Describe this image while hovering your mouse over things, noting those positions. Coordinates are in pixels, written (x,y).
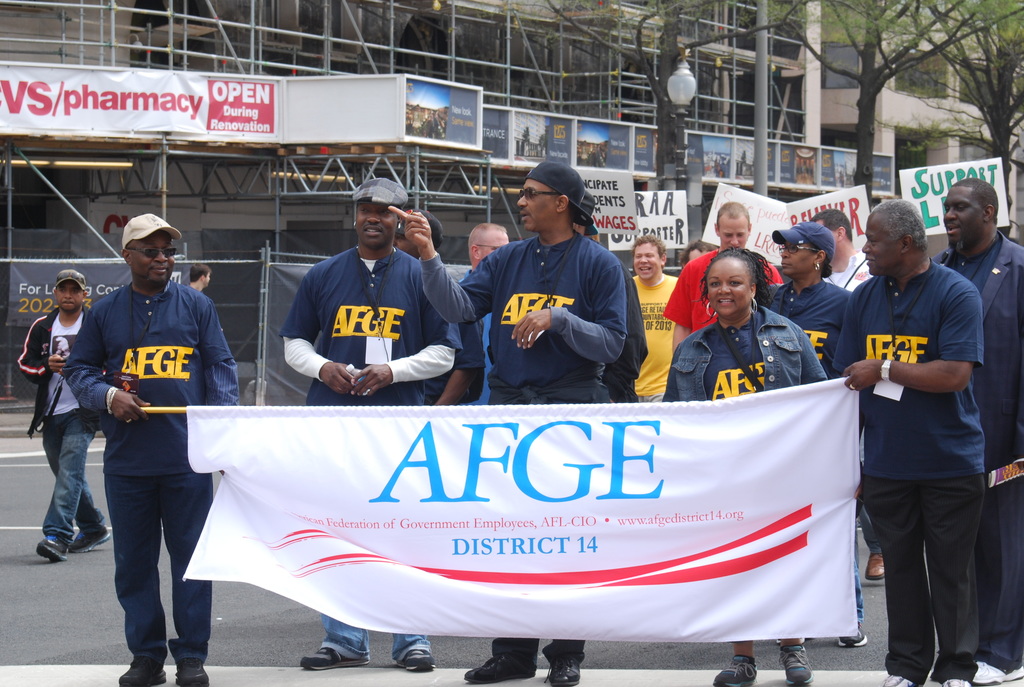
In the picture I can see these people (120,441) wearing blue color t-shirts (113,424) are holding a white color banner (435,430) and walking on the road (233,598). In the background (1006,206), I can see a few more people (684,308) holding placards (605,231) in their hands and walking on the road (63,565), I can see light poles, boards (358,104), poles (453,1), trees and buildings (711,104).
